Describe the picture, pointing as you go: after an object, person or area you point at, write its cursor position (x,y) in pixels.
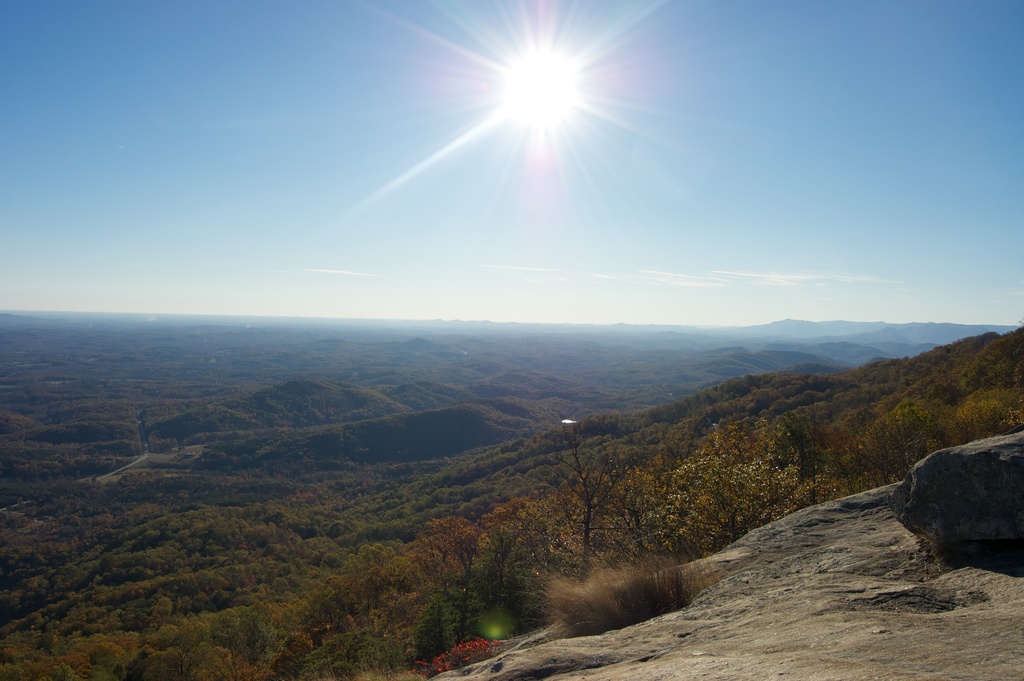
In this image we can see group of plants (672,529), trees (603,539) and mountains (565,392) and a sun (536,104) in the sky (543,202).
